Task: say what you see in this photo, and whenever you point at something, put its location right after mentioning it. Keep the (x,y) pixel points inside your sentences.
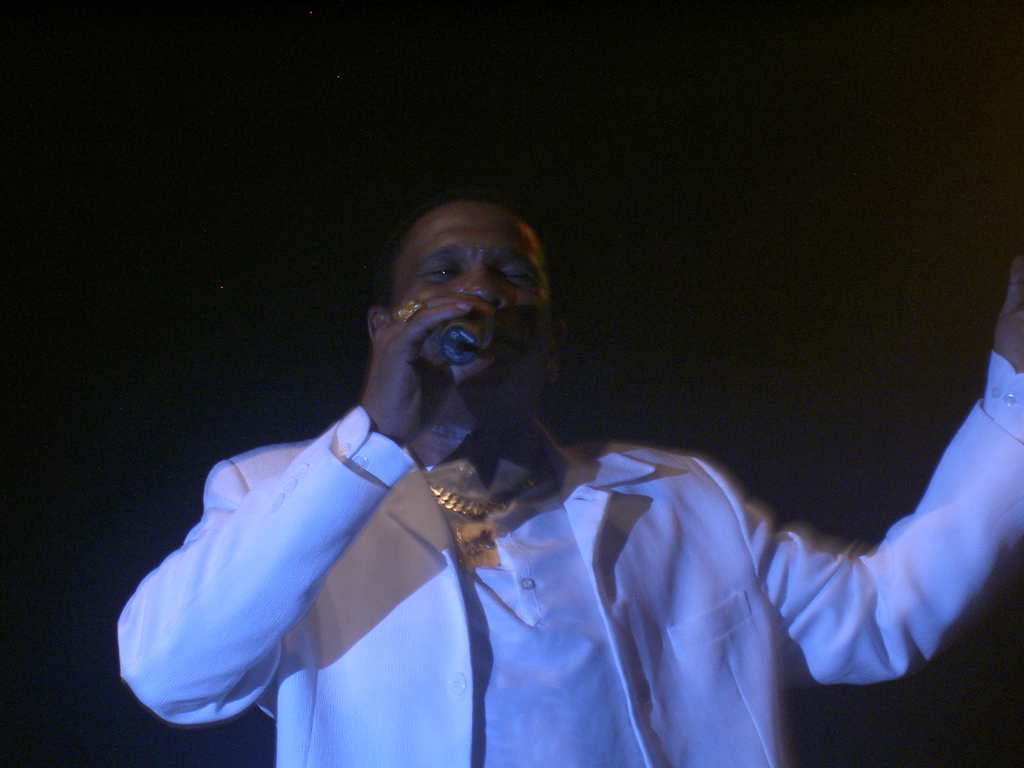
In this picture we can see a man (308,487) in white dress (329,703) standing and he is holding a mike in his hand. On the background (684,265) it's very dark.
